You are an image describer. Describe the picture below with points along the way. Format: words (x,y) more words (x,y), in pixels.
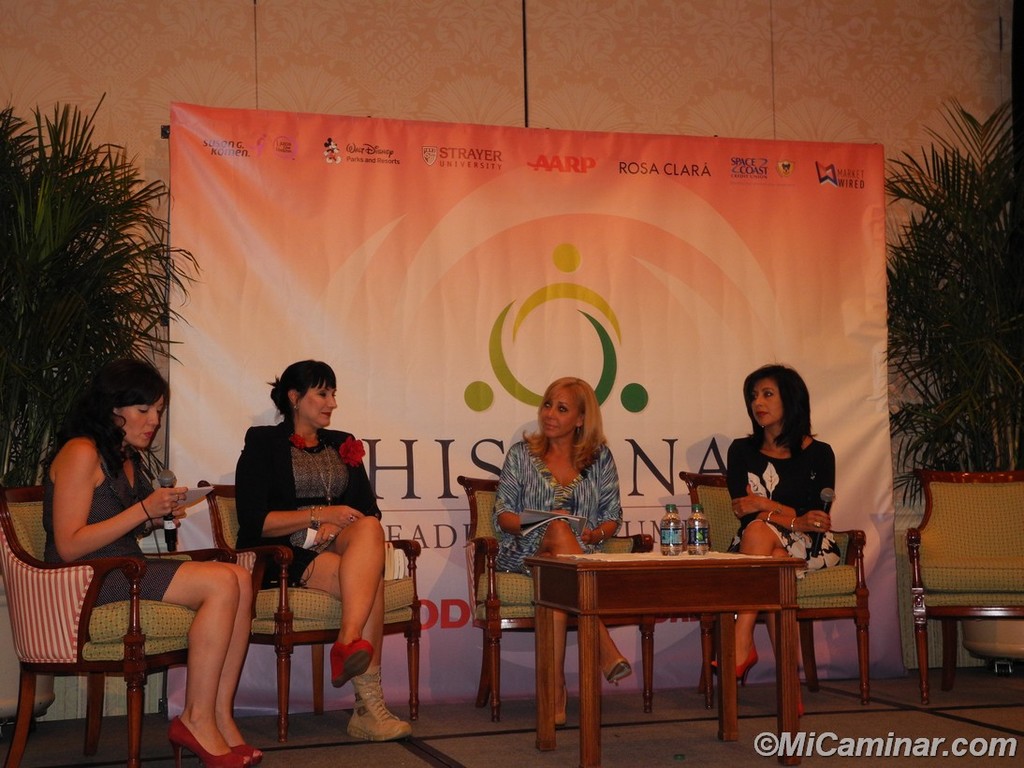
In image I can see a group of women (360,493) are sitting on a chair (14,574) in front of a table (725,641). Behind these women (495,498) I can see in there is a banner (395,261) and few plants (64,226) on the floor (701,746).
